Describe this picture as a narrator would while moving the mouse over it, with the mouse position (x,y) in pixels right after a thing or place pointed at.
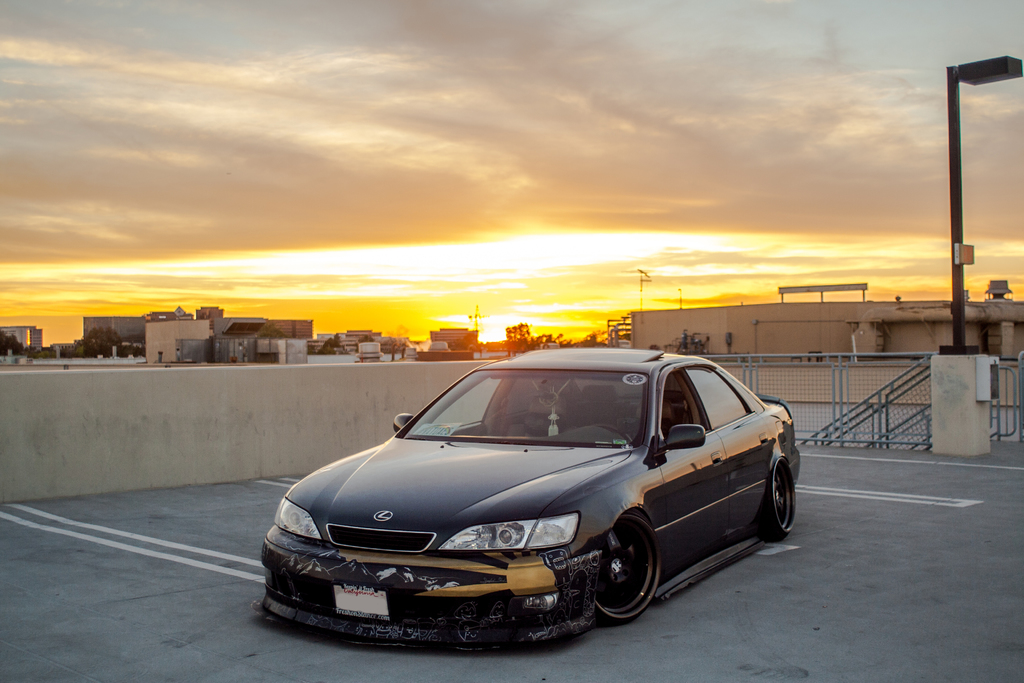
In the background (729,76) we can see the sky (876,76). In this picture we can see buildings (244,334), trees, poles (1005,66), railings (829,368) and few objects (1001,288). This picture is mainly highlighted with a black car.
